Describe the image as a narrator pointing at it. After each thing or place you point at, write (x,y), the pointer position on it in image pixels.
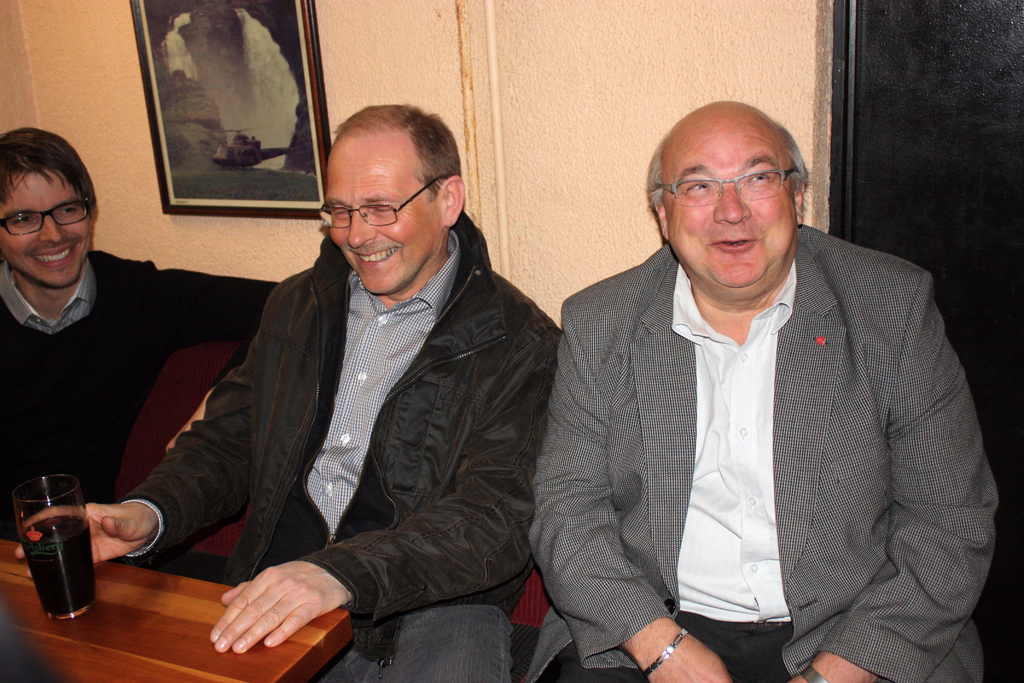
In the image I can see three people (419,437) sitting in front of the table (154,660), among them a person (159,510) is holding the glass (36,491) and behind there is a frame (221,144) to the wall (353,79).
